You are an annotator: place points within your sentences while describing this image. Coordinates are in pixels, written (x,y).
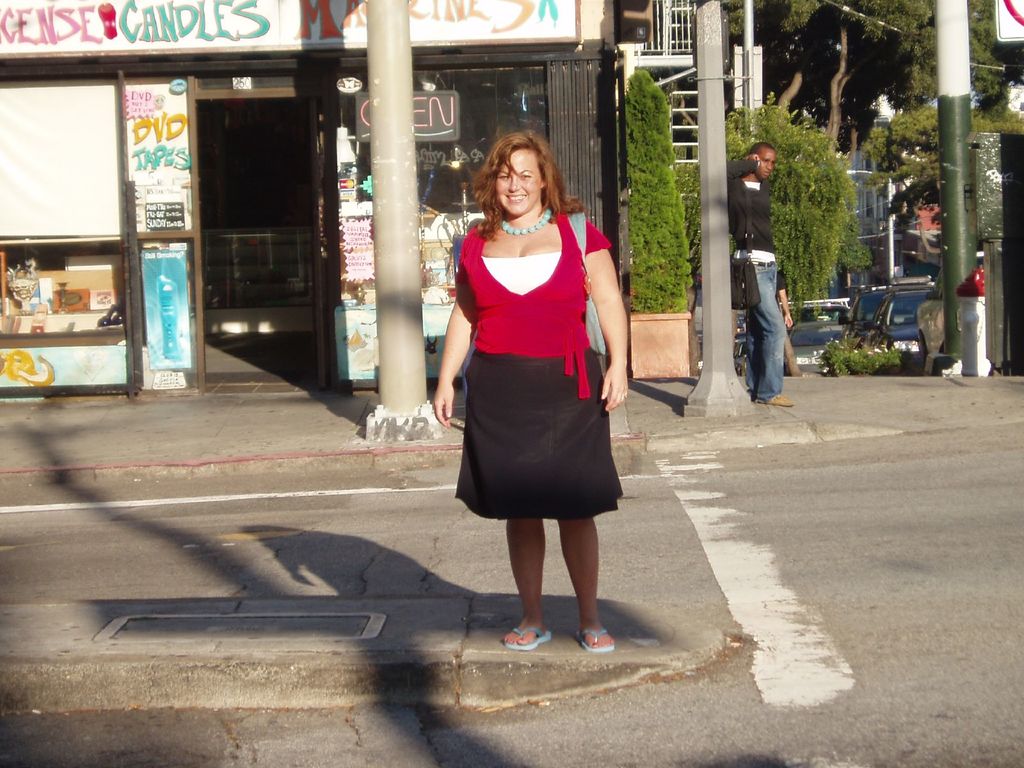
This is the woman (548,357) standing and smiling. This looks like a shop (259,66) with the name boards (156,103) and doors (319,143). These are the poles (714,408). Here is the man (760,338) standing. This looks like a flower pot (679,311). I can see the trees (823,116) and the plants (815,234). These look like the cars (892,325), which are parked.
